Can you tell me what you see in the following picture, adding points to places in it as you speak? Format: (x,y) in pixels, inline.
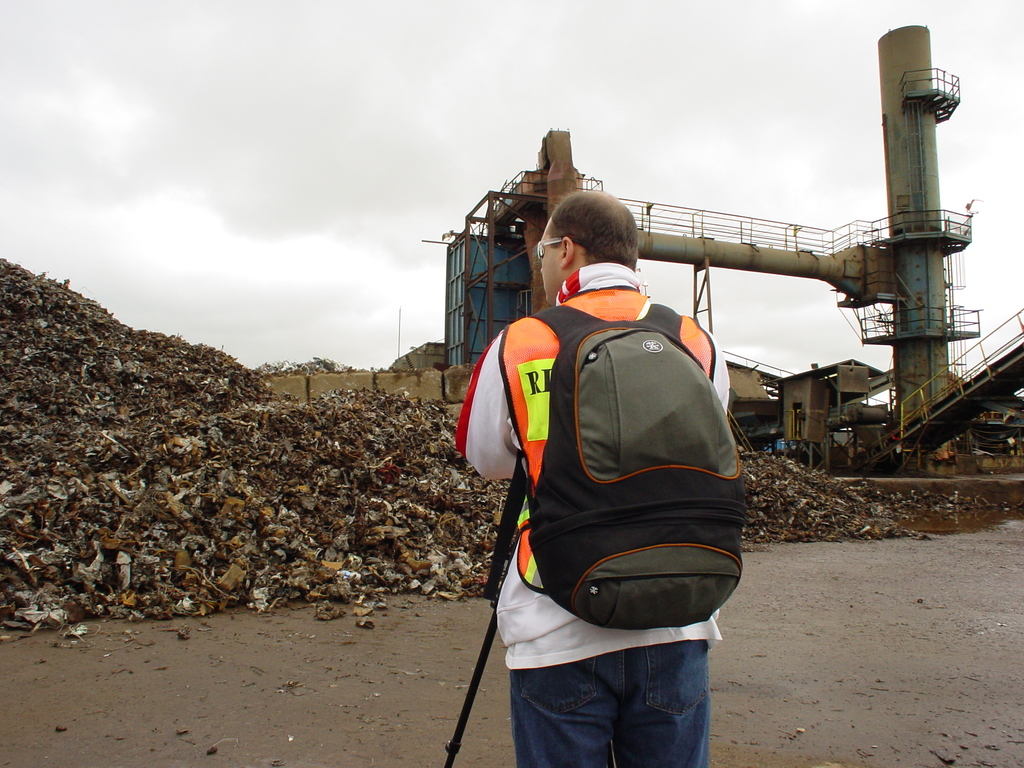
This is the picture taken in the outdoors. The man (523,445) in white jacket (510,619) wearing a bag (541,528) and holding a stick (472,690). In front of the man (537,395) there is a garbage (327,456) and a machine (488,255) and sky (476,117).
